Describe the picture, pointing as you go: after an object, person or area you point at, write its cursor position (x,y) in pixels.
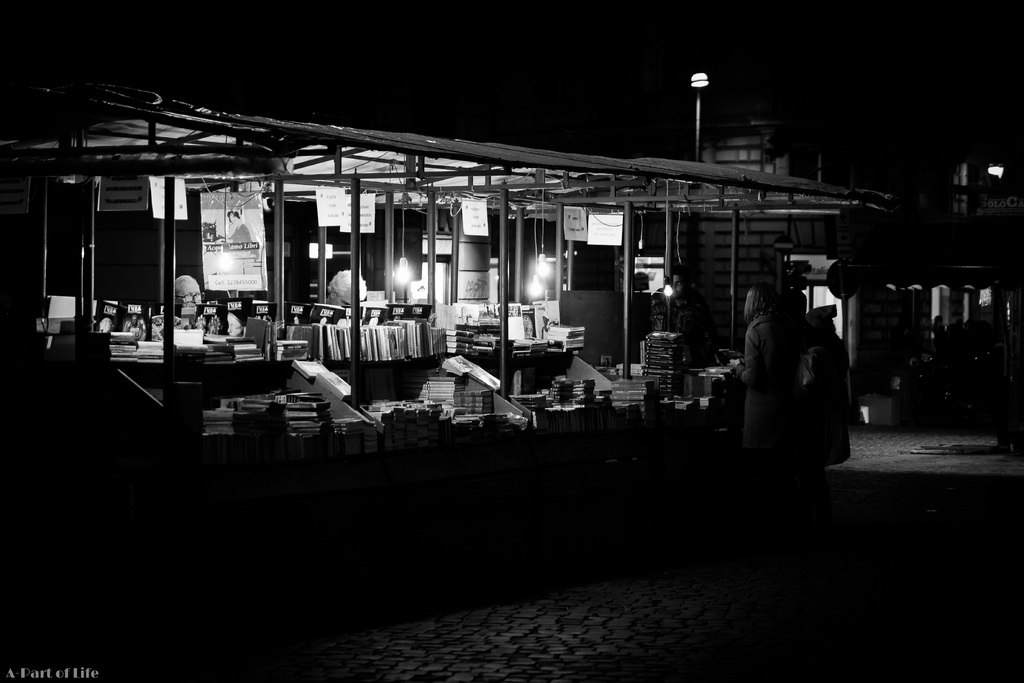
Here we can see black and white image. In the image we can see there are people (796,381) standing and wearing clothes (778,386). Here we can see books (304,393), pole tent (357,371), lights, footpath (579,643) and dark sky (572,114). On the bottom left (94,671) we can see watermark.
